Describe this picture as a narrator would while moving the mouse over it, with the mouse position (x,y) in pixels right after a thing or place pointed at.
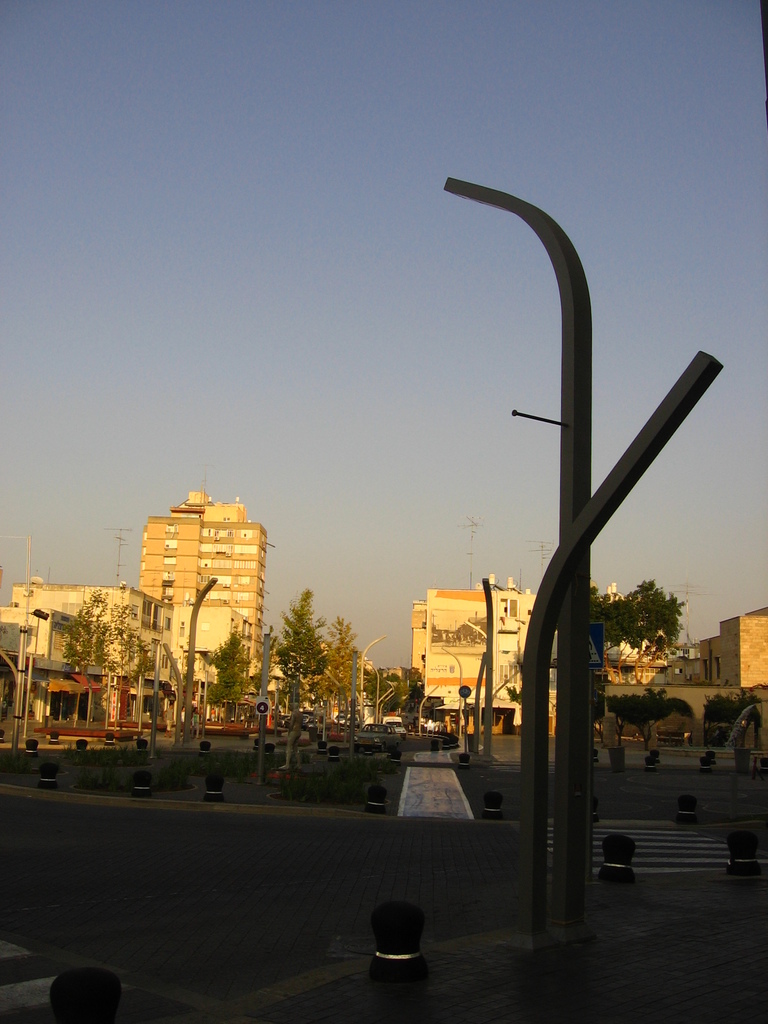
In this image in the foreground (566,328) there are two poles (574,606), and in the background (339,643) there are some buildings (416,653), trees (130,673), poles (30,673), plants (270,760). And at the bottom (8,878) there is road (716,831) and on the road (235,912) there are some objects (618,876), and at the top of the image (531,176) there is sky (134,416).
